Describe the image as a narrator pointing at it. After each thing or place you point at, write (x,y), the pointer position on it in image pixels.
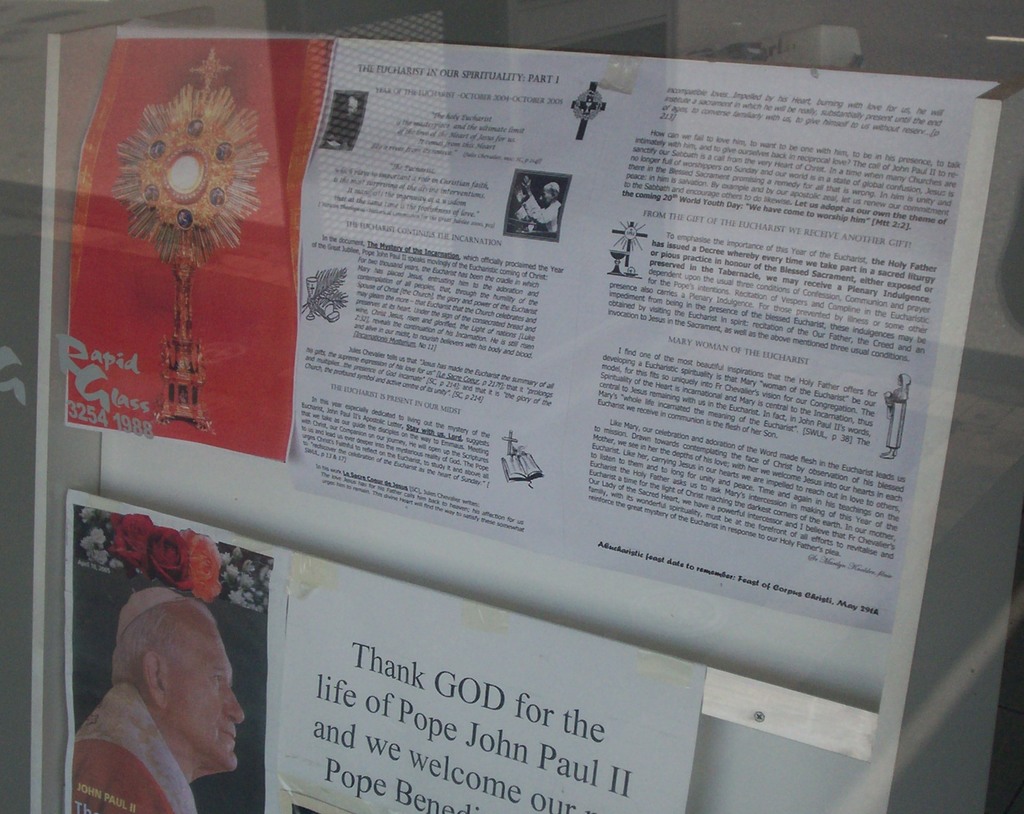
In this image I can see few papers (322,349) attached to the white colored boards (506,579) and on the papers (425,646) I can see few picture (226,668) of persons (163,738) and something is written. I can see the glass (503,419) in front of the board (405,542).
